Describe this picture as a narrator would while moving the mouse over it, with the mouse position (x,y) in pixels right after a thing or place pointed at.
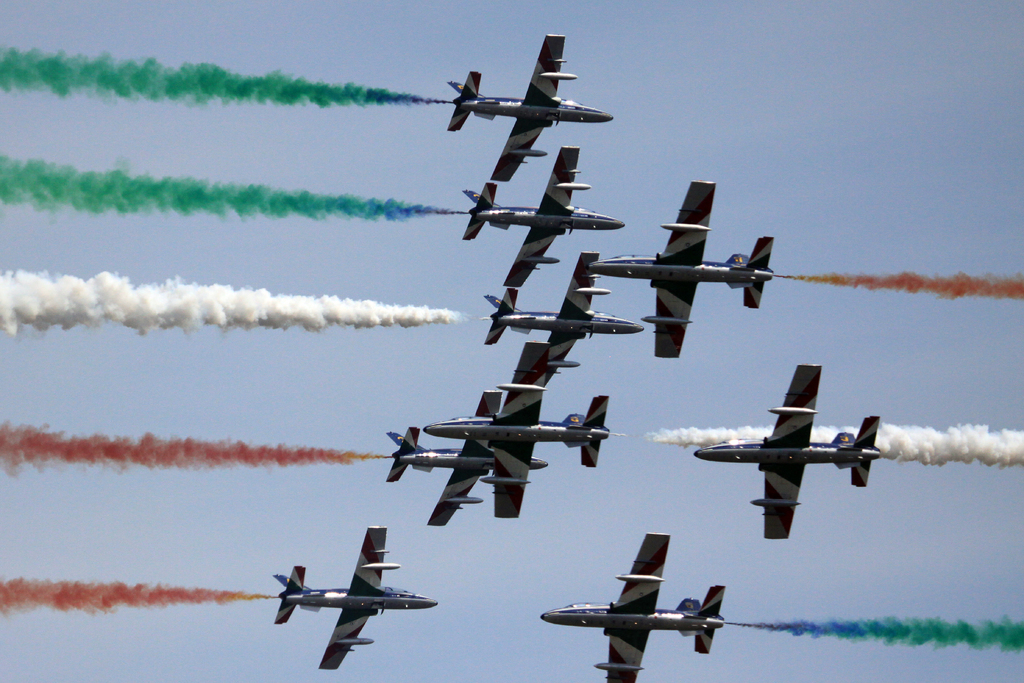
In this image in the center (569,420) there are some aircraft (475,200) and some smoke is coming out, and in the background (929,238) there is sky (557,645).
